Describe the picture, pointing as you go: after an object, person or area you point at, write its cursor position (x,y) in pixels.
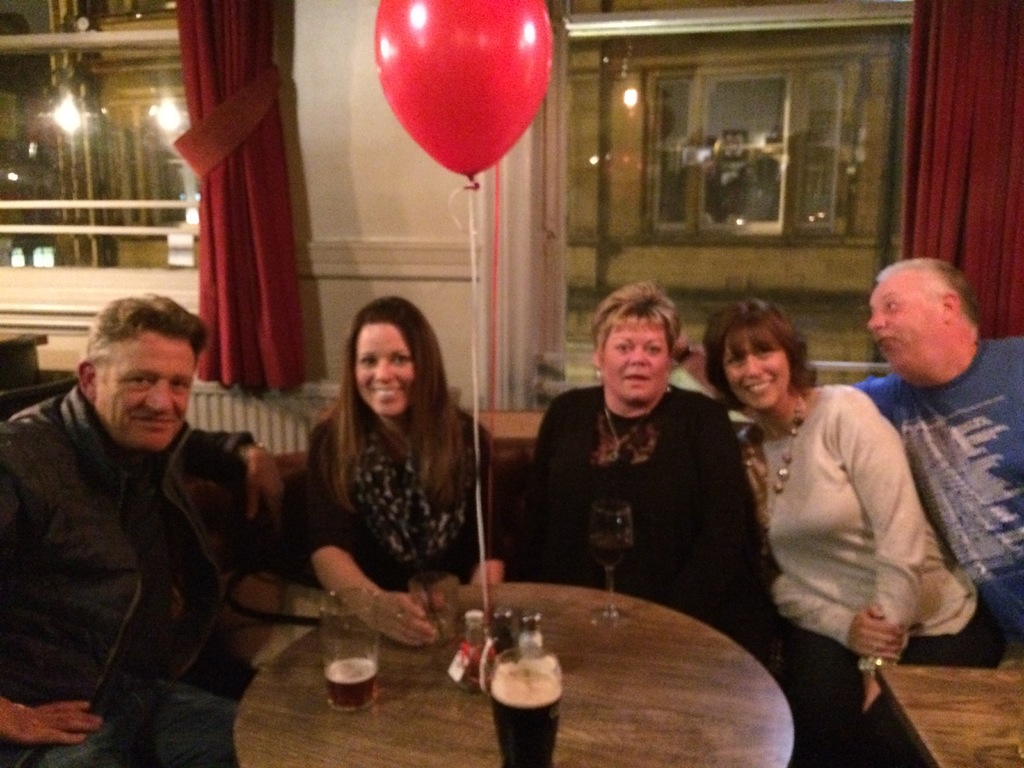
This picture shows a group of people (561,524) seated on the chairs (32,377) and we see glasses (532,664) and a balloon (494,26) hanging on the table (547,586) and we see curtains (238,179) to the windows (866,159).
